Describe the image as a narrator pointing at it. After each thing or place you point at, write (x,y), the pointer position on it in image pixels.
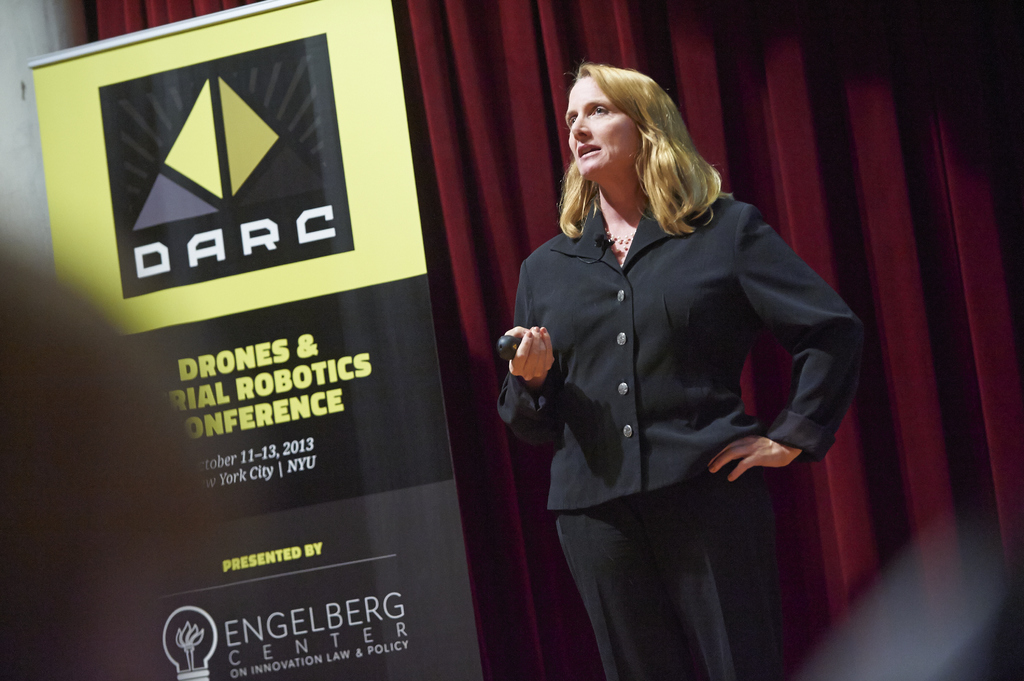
In this picture I can see a woman (618,394) standing and holding an object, there is a board (127,326), and in the background (477,102) there is a curtain (726,56).
